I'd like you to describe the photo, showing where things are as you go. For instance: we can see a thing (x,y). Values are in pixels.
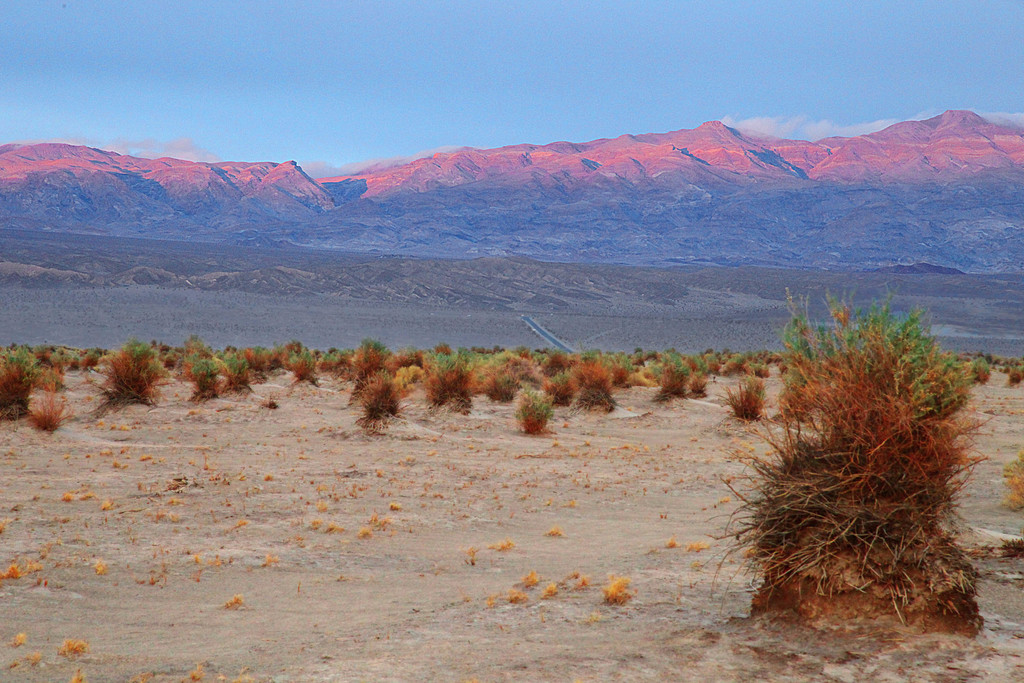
In the foreground (618,364) there are shrubs (535,382) and soil (517,474). In middle of the picture (522,242) there are mountain ranges (555,196) and road (560,340). At the top (431,41) there is sky (451,77).
